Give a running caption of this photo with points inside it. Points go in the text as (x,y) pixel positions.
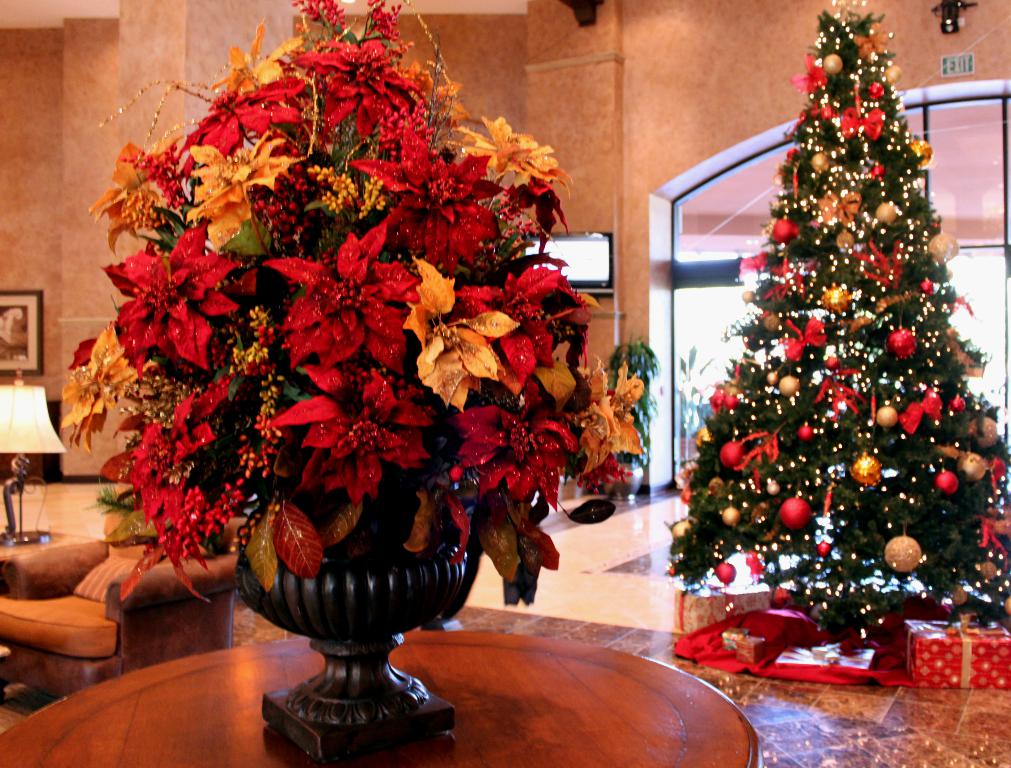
In this image there is a flower bouquet (334,376) with full of flowers (401,466) and there is a pot (371,649) in the table (459,653), there is a christmas tree (906,414) covered with full of balls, lights (801,466), ribbons (826,502), there are some gifts (910,654), lamp (6,512), couch (98,547), frame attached to wall (598,206), screen (598,276).
